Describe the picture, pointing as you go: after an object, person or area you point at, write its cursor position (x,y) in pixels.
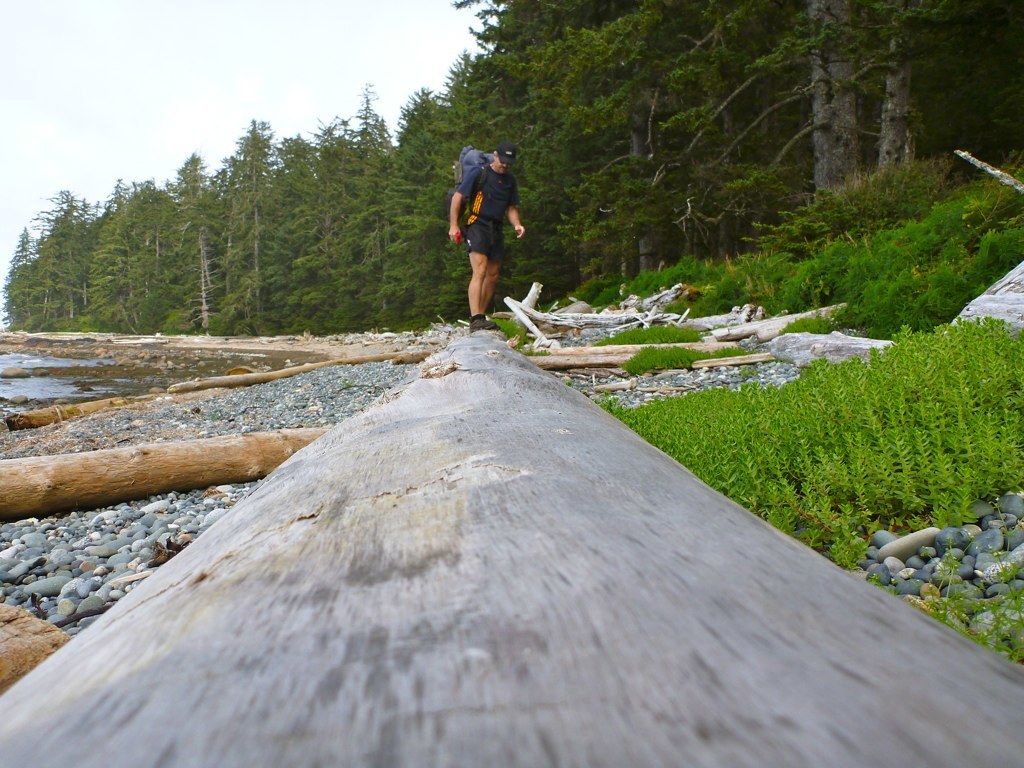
In this image I can see a person (490,228) standing, wearing a cap (498,143) and a bag (490,155). There are trees (787,216) on the right (802,179). There are stones (30,564) and logs of wood (825,347). There is water (35,360) on the left (35,391).
